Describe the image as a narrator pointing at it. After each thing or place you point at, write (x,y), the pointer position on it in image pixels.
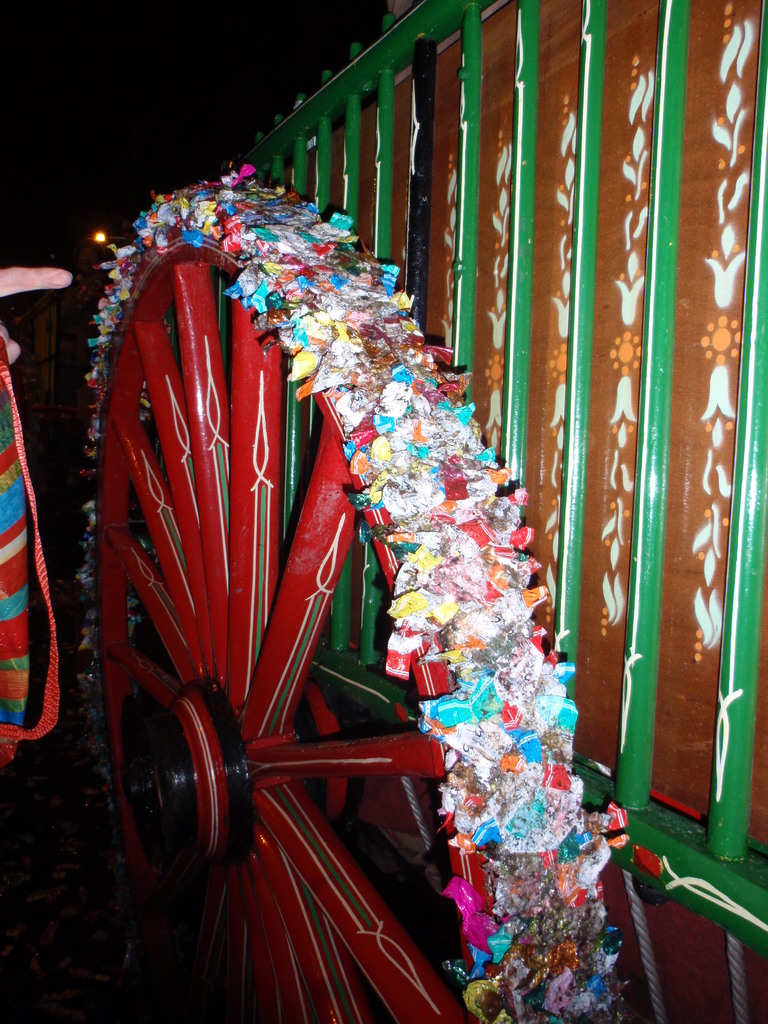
In the picture there is a wheel (192,447) present which is decorated, beside the wheel (501,725) there is an iron fence (728,736).
